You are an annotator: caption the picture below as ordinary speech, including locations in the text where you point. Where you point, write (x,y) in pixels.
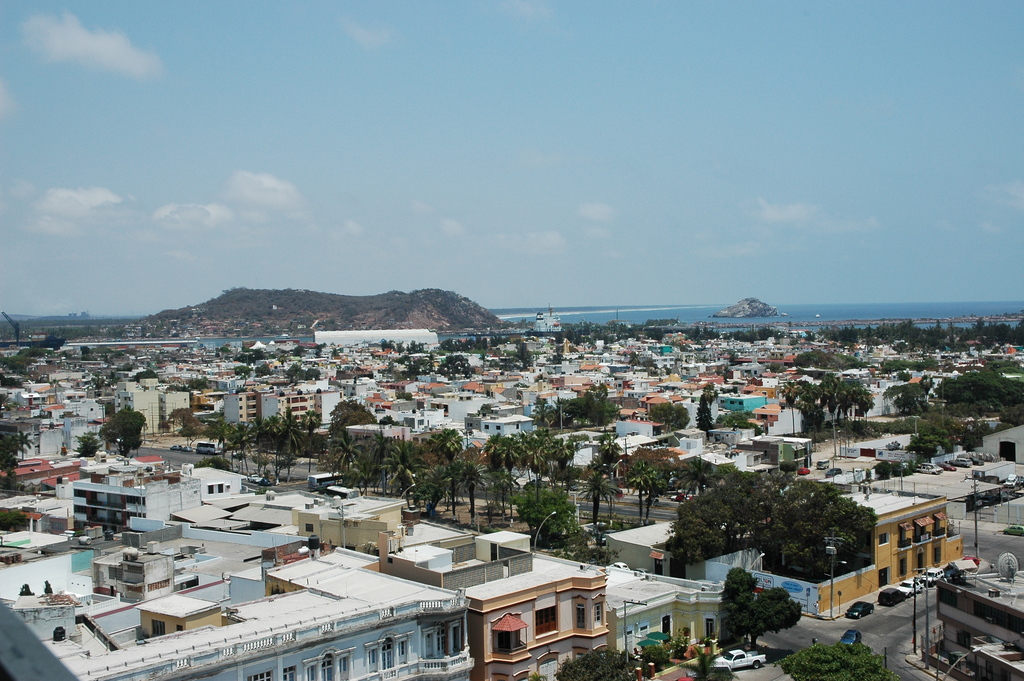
In this image there are buildings (714,360), trees (615,461), roads (907,602), cars (899,600), in the background (313,335) there is a sea (759,317), mountain (393,313) and the sky (294,278).
